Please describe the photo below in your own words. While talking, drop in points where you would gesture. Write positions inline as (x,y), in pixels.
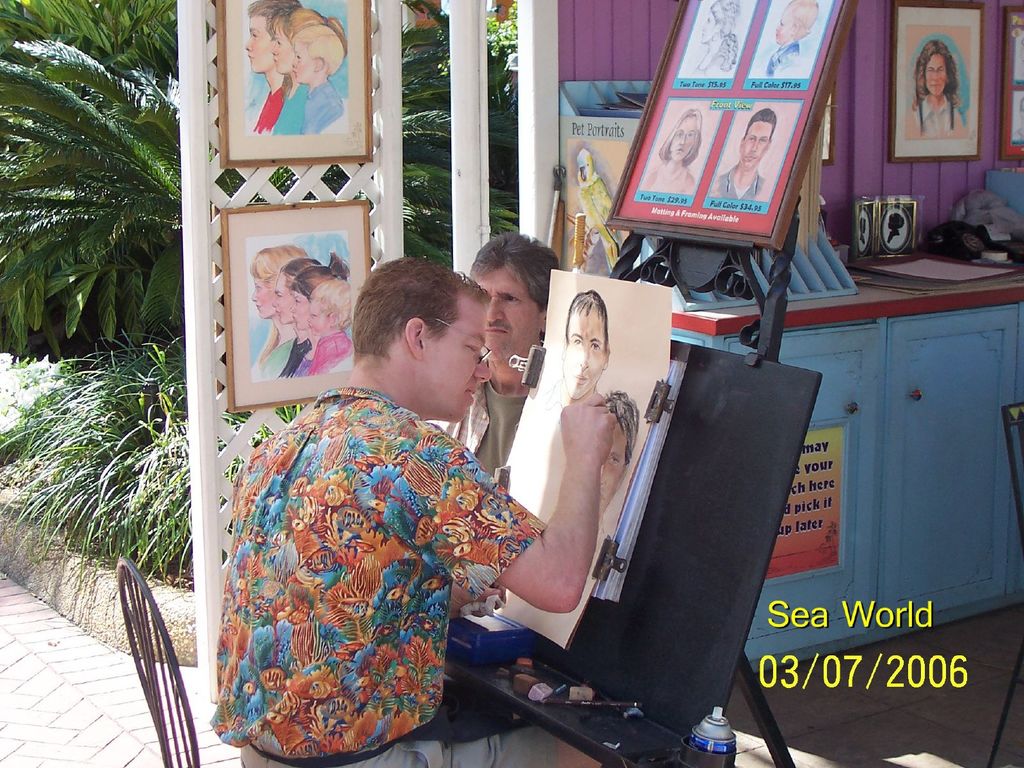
In this image we can see one person (313,480) sitting and drawing pencil sketch (553,289). There are some photo frames (911,132) attached to the wall (990,125), some objects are on the surface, one cupboard (722,322), one poster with text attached to the cupboard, one chair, some objects (817,236) are on the surface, one person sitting near to the table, some objects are on the black table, one board (681,204) with photos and text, some text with a date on the right side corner of the image, some trees (429,61), some grass (181,532), and some plants (172,401) are on the surface (95,759).
